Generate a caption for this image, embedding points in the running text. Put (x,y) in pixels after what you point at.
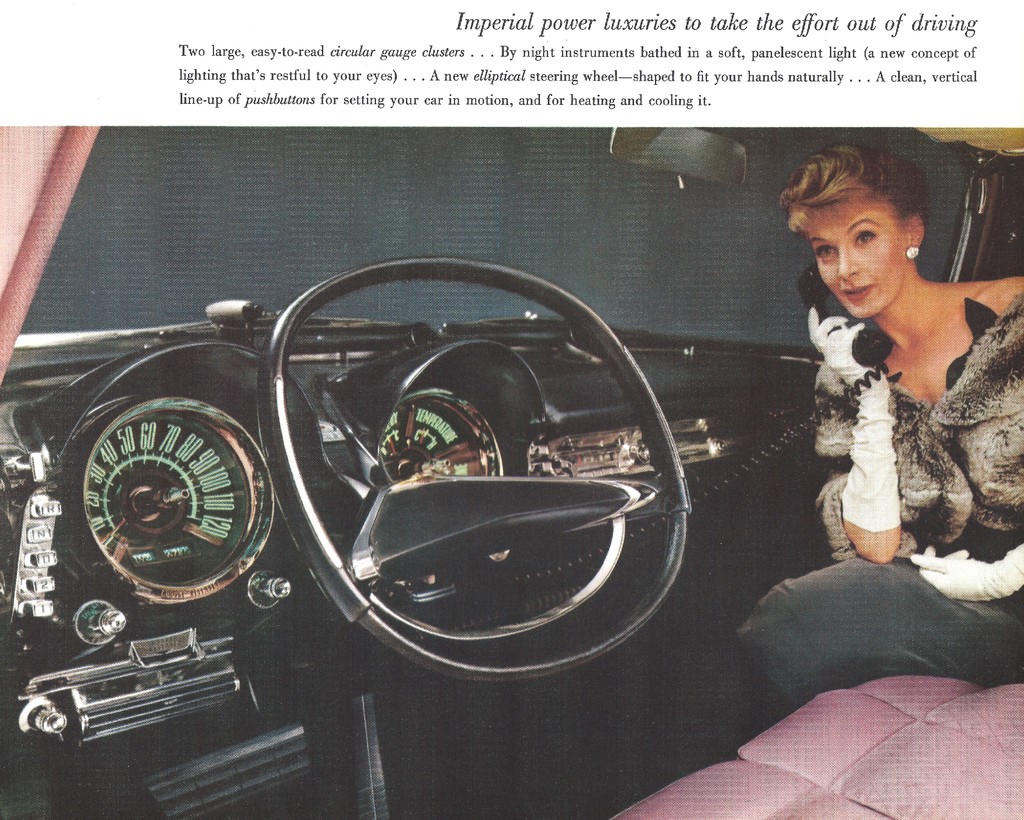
This picture describe about a magazine article (601,712) in which we can see inside view of a car (757,730), And a girls (873,430) sitting on the right side (844,547) holding a telephone (830,307) and talking to someone. On the center (379,529) we can see car steering (400,566), speedometer (181,597) and on left side (145,696) a cluster panel (172,696).
